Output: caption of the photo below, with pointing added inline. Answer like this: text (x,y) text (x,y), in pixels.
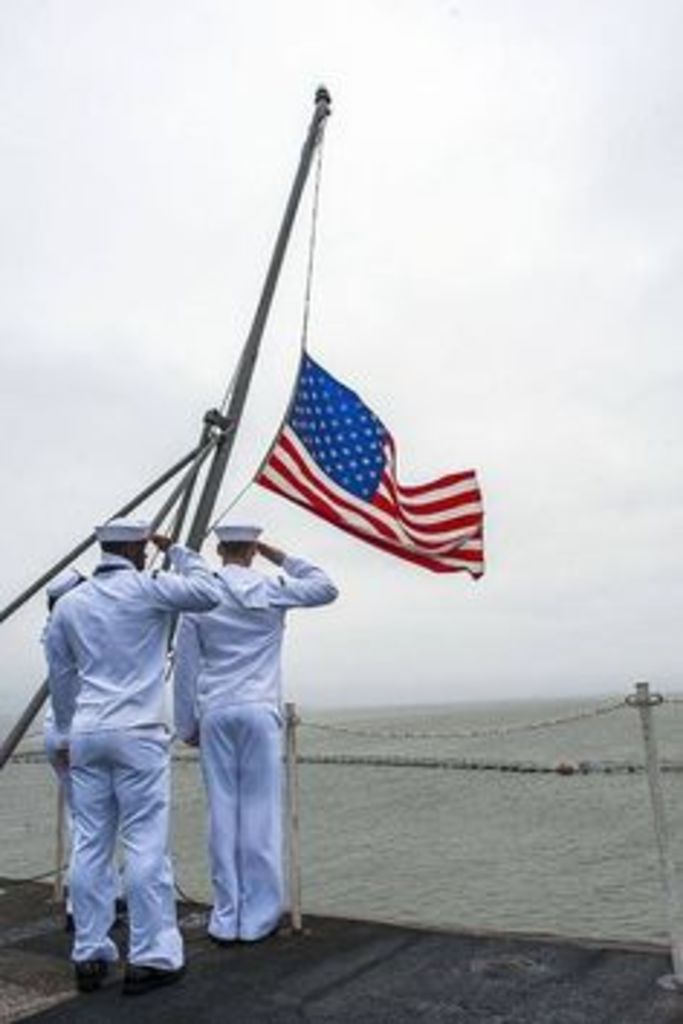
In this image we can see the people (178,649) standing on the ground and saluting. We can see a flag (282,456) with a rod (214,475). In front of them, we can see the water (483,740), sky (492,389) and sticks (287,764) with ropes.
